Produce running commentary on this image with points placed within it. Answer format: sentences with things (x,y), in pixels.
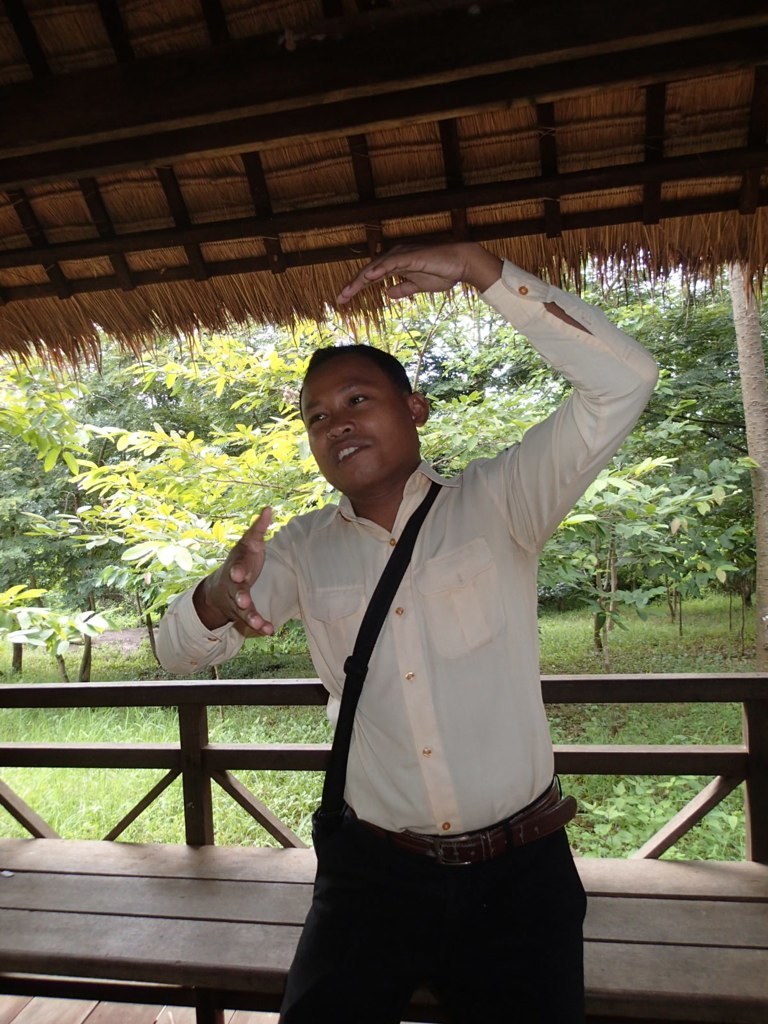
This is a picture of a man (422,594) in a shirt (450,705) with black pant (430,881). Backside of the man (390,701) there is a wooden table (174,874) and the trees (158,482).
